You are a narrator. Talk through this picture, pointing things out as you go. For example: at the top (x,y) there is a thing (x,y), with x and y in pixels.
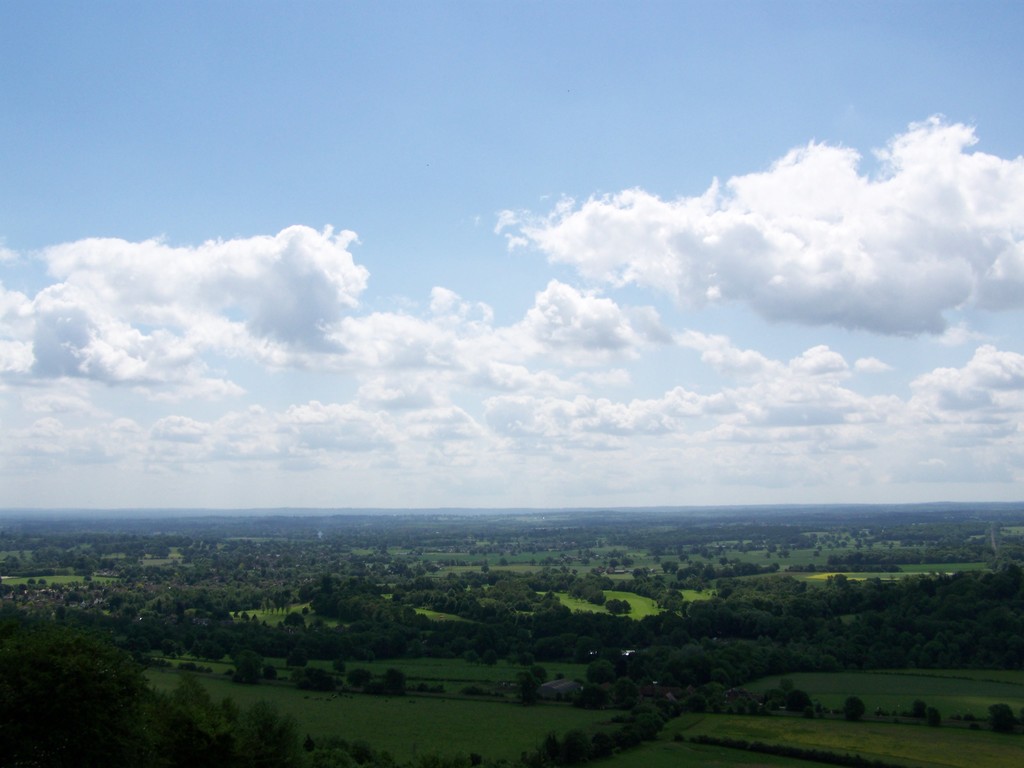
Here in this picture we can see an aerial view and we can see the ground (496,686) is fully covered with grass (520,718), plants (713,647) and trees (437,562) and we can see clouds (660,423) in the sky (323,503).
